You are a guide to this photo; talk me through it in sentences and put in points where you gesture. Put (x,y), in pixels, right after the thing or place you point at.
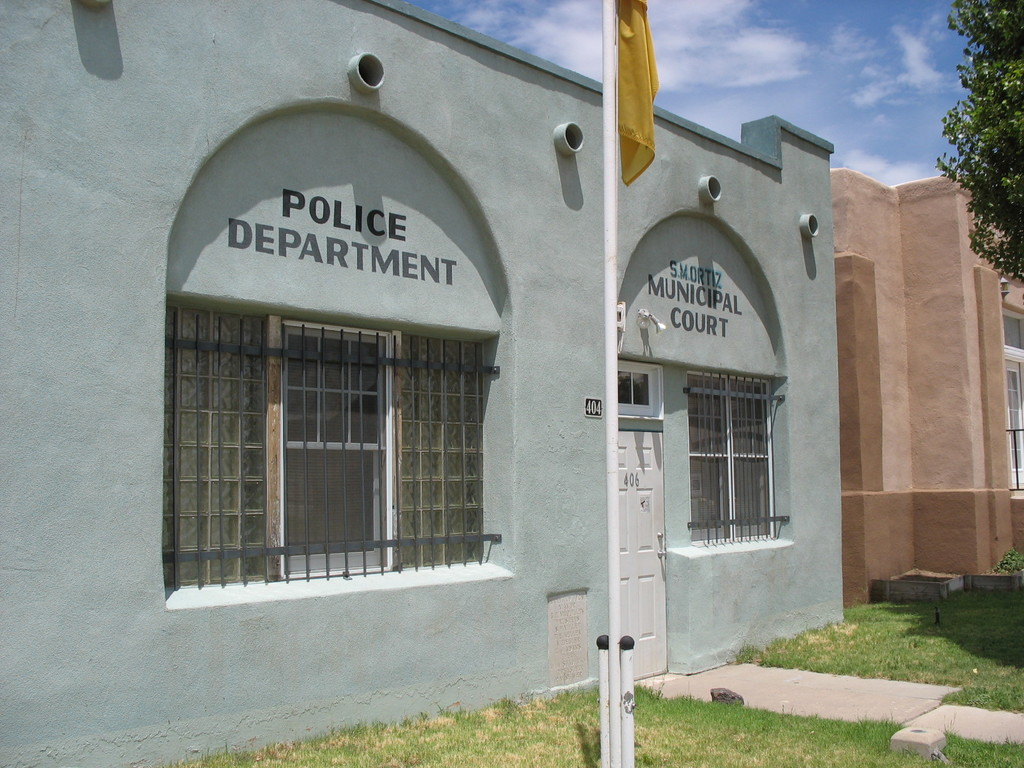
This image is taken outdoors. At the top of the image (732,61) there is a sky (852,51) with clouds (719,46). At the bottom of the image (841,724) there is a ground (841,724) with grass (848,721) on it. On the right side of the image (1006,269) there is a tree (965,181). In the middle of the image (387,315) there is a flag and there are two houses (780,381) with walls (851,400), windows (756,466) and roofs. There is a text (669,294) on the wall (696,281).
